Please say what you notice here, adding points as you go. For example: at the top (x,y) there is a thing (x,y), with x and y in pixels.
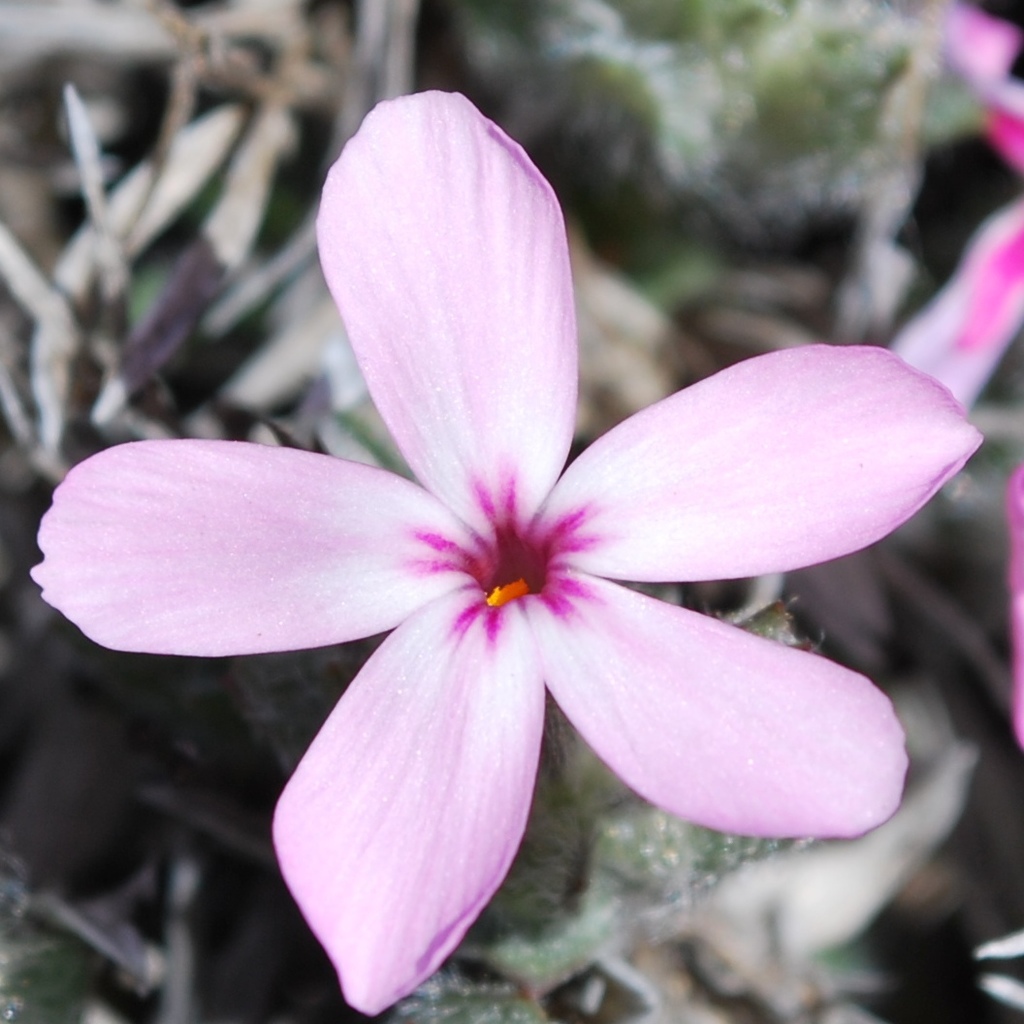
In this image I can see a flower (526,407) which is having five petals (354,554). In the background (132,416) few leaves (122,921) are visible. On the right side (982,306), I can see few petals (987,357).
